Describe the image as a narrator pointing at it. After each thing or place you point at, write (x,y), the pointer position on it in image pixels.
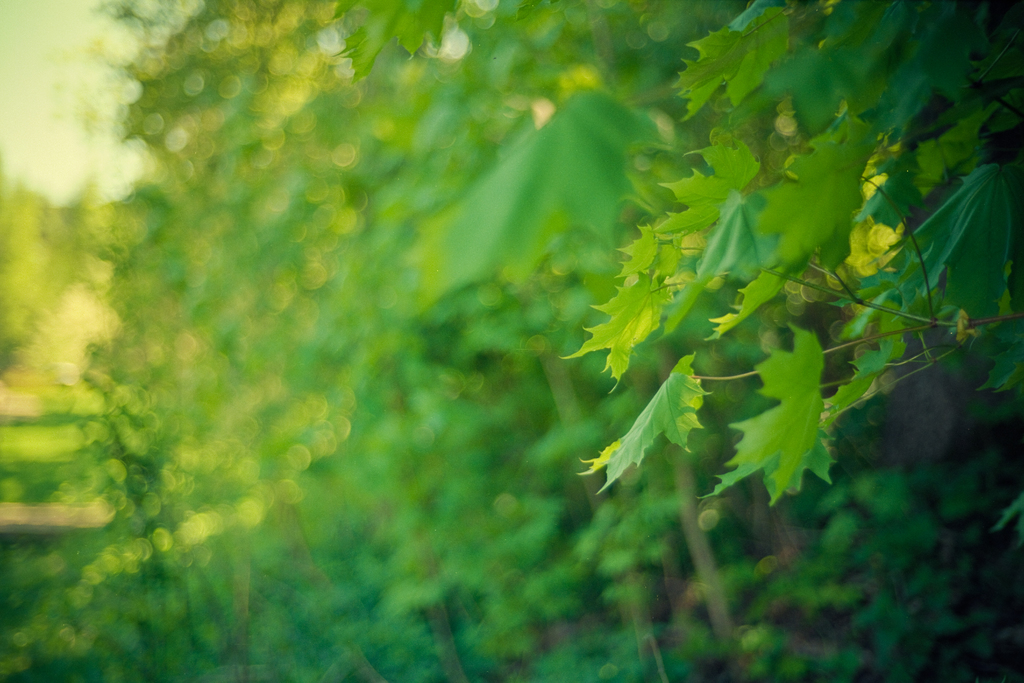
In this picture we can see green leaves (928,27) and stems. In the background of the image (236,164) it is blur and green.
